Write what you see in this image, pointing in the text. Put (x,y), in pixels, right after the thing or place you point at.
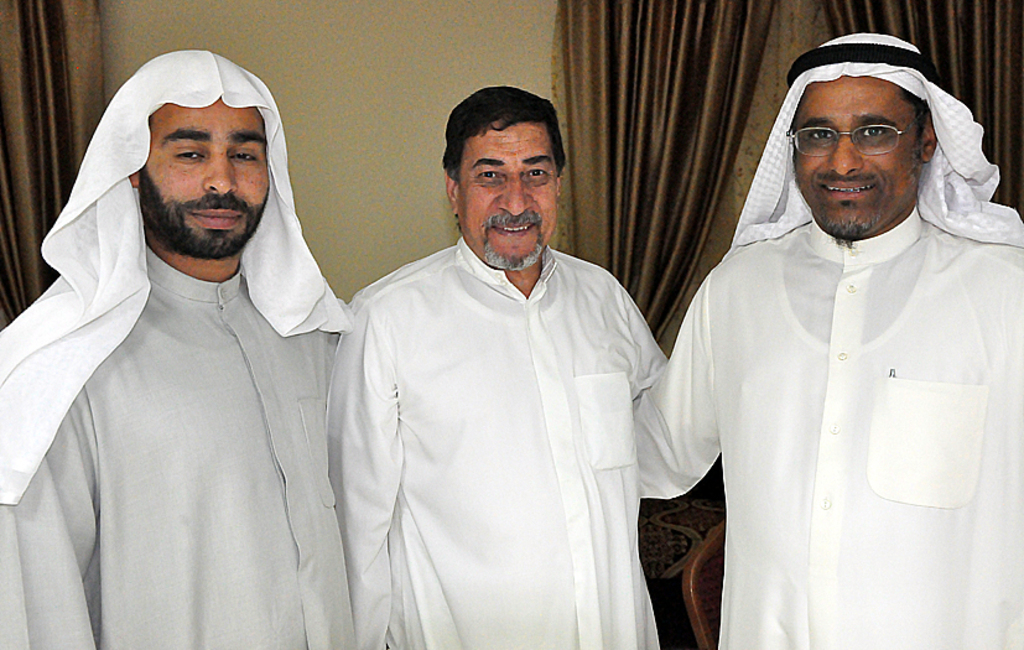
In this picture we can see three men (612,336) wearing a white color dress (531,466) and standing in the front (543,319), smiling and giving a pose to the camera. Behind there is a brown color curtain (659,69) and wall (263,74).
